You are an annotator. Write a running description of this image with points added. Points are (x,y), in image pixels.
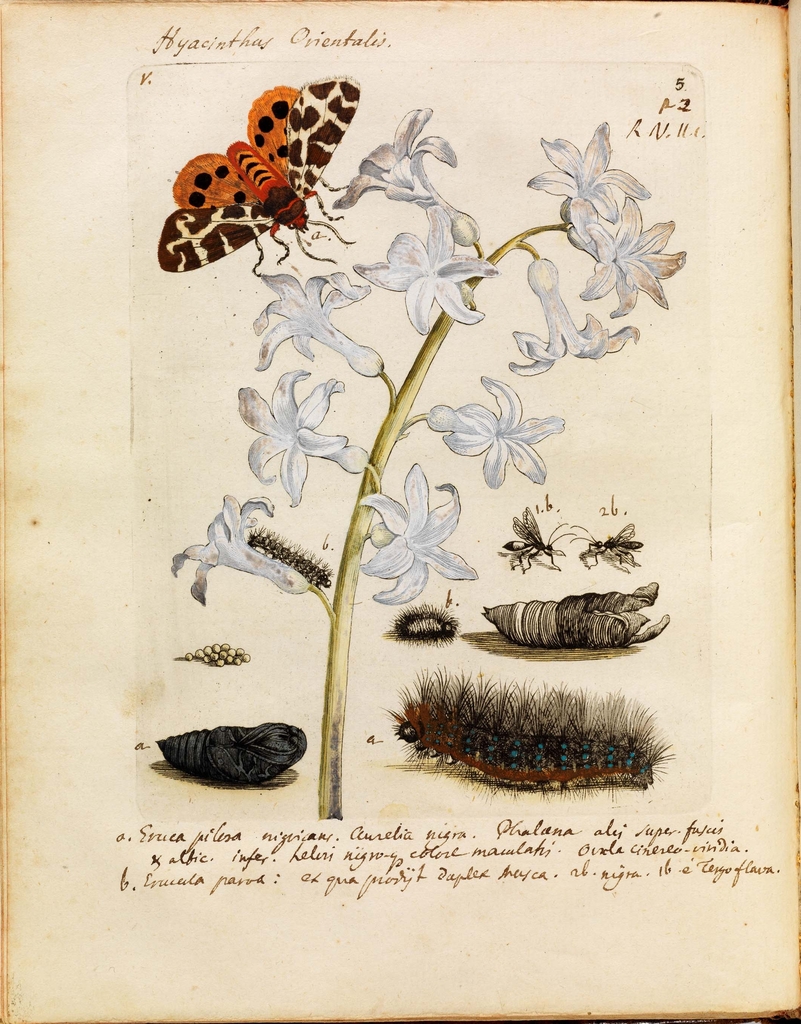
In this image, we can see photo of a book page (722,376) contains bunch of flowers (386,536), insects (299,135) and some text (285,852).
